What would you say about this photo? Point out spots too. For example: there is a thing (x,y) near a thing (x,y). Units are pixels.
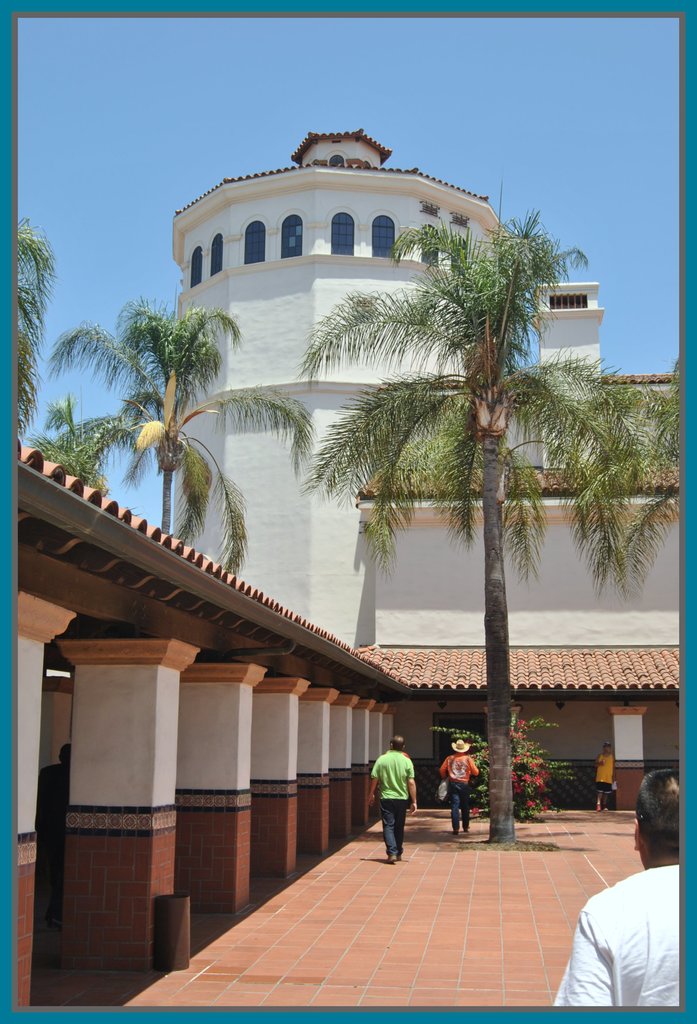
In this image there is a building (334,618) and we can see trees (58,424). At the bottom (159,796) we can see pillars (288,805) and there are people (646,888). In the background (518,101) there is sky (392,101).
